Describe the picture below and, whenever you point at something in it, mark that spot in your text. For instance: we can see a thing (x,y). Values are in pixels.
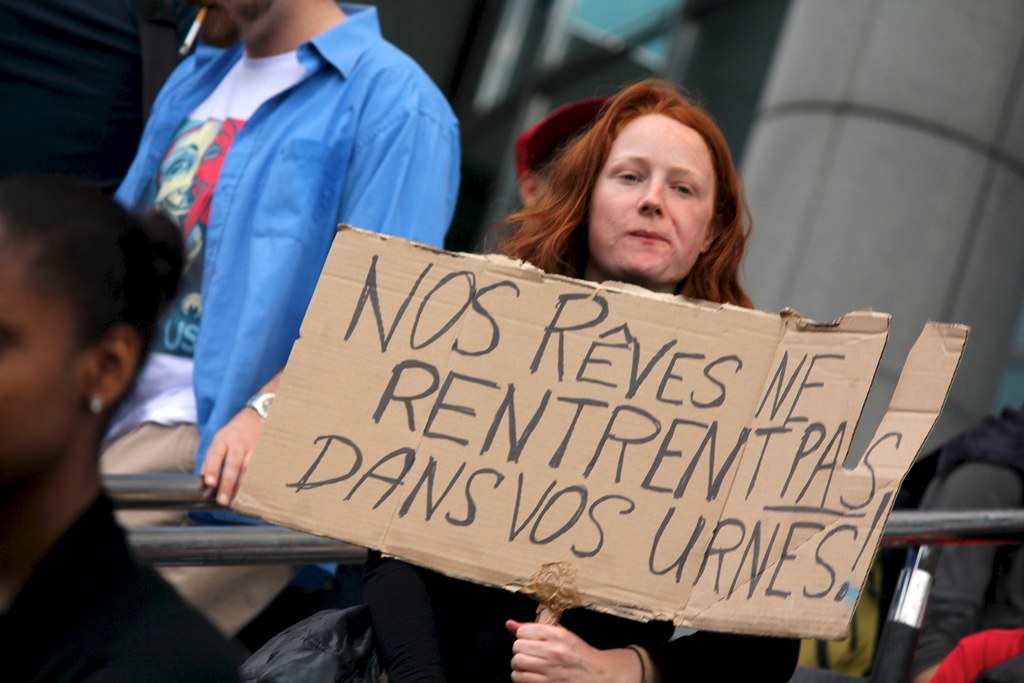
In this picture there is a woman (586,640) who is holding a poster (683,364). She is standing near to the fencing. In the back (343,108) there is a man (317,148) who is wearing blue shirt (253,122), t-shirt (213,151), watch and trouser (236,578). On the right (1001,63) we can see the pillar (985,62). On the left (15,210) we can see the person (69,548) who is wearing black dress (89,609).
